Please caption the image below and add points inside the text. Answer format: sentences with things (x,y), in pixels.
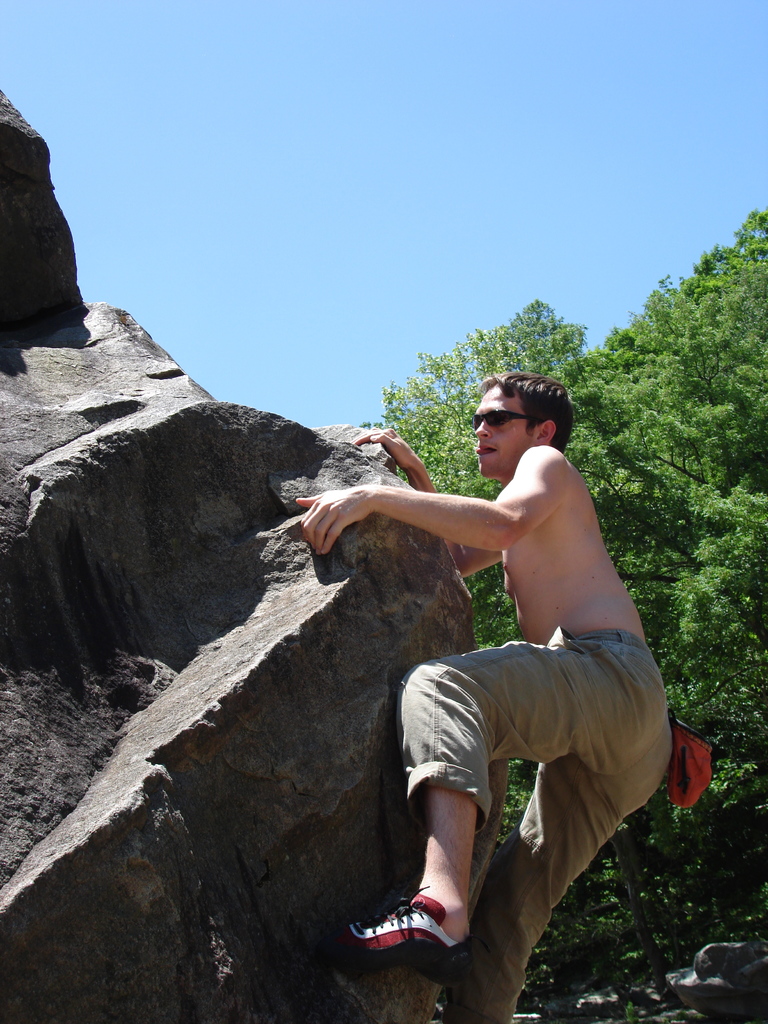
In this picture we see a man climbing a rock (93,585) and we can see few trees (737,736) around.
